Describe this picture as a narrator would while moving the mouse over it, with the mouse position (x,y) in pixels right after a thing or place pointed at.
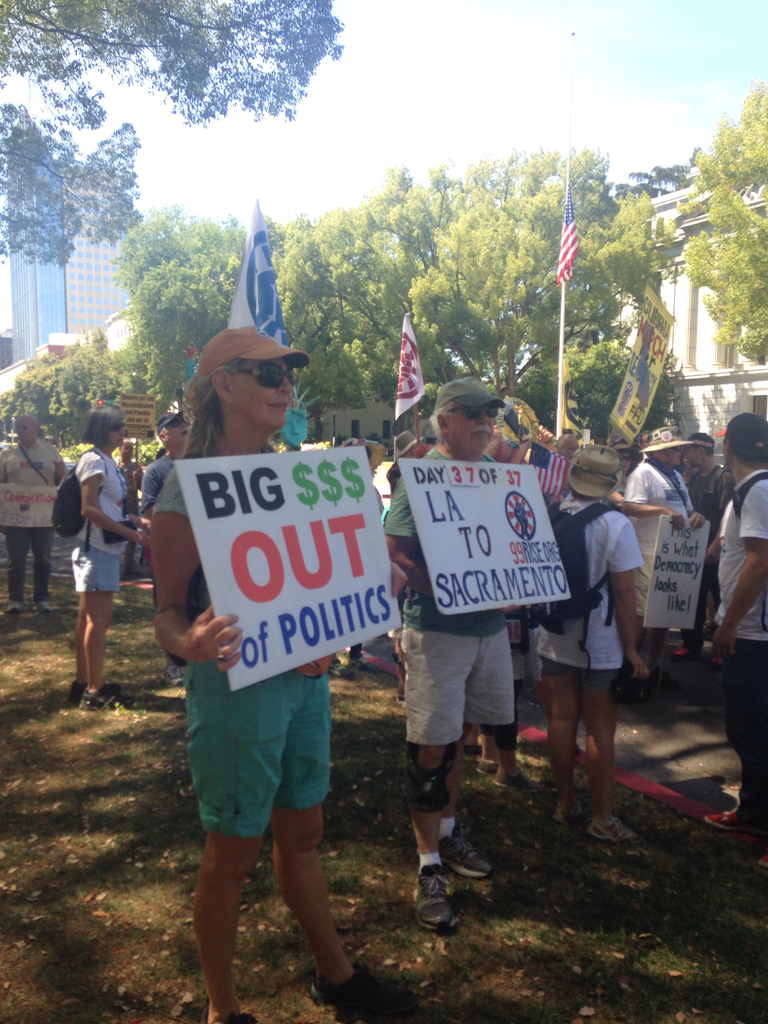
In this picture I can see trees (340,223), buildings (71,312) and few people (37,432) are standing holding placards (537,583) with some text (688,571) and few of them wore caps (444,403) on their heads (231,392) and few of them wore backpacks (571,542) and I can see flags (569,257) and a banner (643,373) with some text (651,339) and I can see blue cloudy sky (566,131).
